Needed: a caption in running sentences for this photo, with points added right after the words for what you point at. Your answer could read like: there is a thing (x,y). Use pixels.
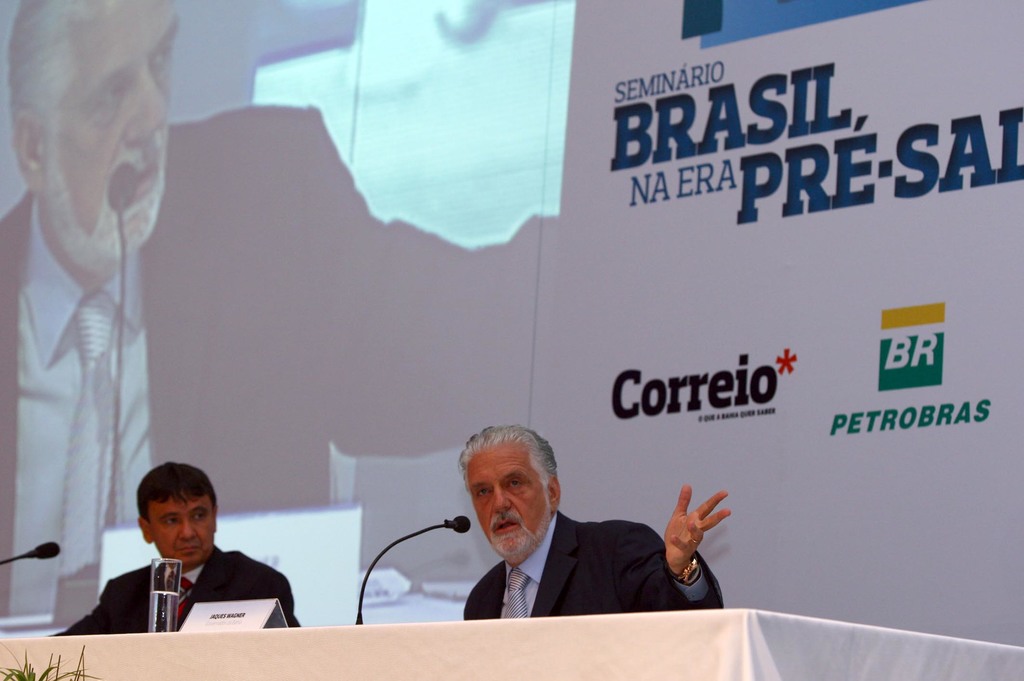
At the bottom of the image (8,656) we can see a table (306,679), on the table (277,644) we can see a microphones (22,558) and glass (165,563). Behind the table (352,643) two persons (210,570) are sitting. Behind them we can see a banner (958,376) and screen (72,165). In the bottom left corner of the image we can see a plant (8,675).
